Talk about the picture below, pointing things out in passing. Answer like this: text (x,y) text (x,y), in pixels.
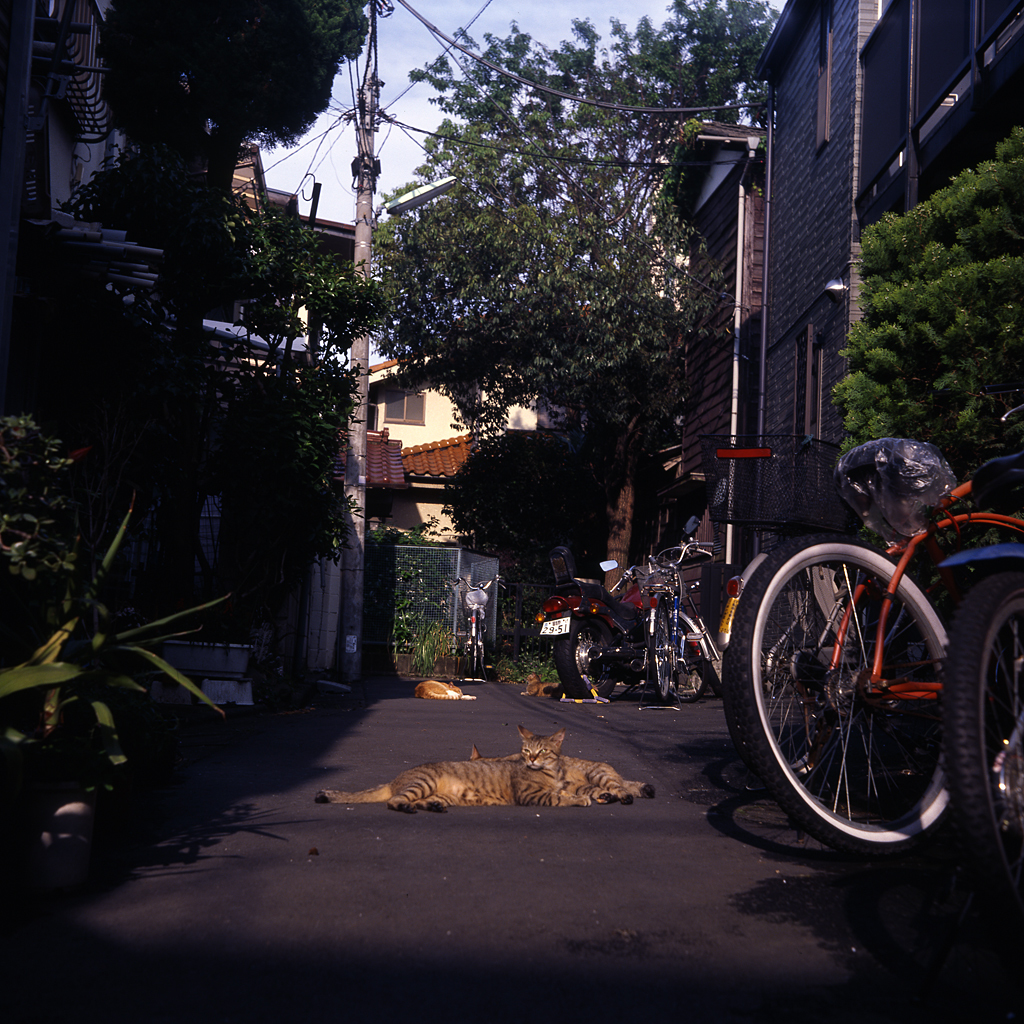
At the bottom of the image (490,802) on the road (541,702) there are cats (486,780). On the right corner of the image (982,523) there are bicycles (826,652) and also there is a bike (597,627). And in the image there are few buildings (845,242) with walls (816,169), windows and balconies (82,78). And also there are many trees (284,400). In the background (352,131) there is an electrical pole (365,122) with wires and a streetlight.
